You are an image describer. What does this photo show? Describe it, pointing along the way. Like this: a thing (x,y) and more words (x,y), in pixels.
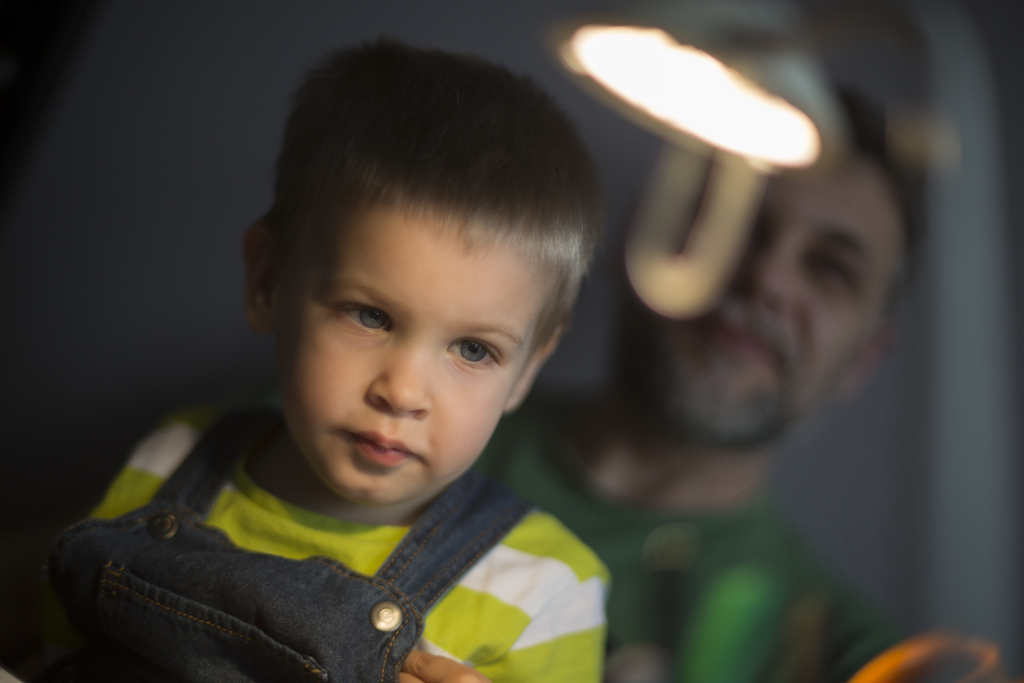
In this picture we can see a man (790,532), boy (409,227) and light (672,62). Background (106,289) it is blur.
